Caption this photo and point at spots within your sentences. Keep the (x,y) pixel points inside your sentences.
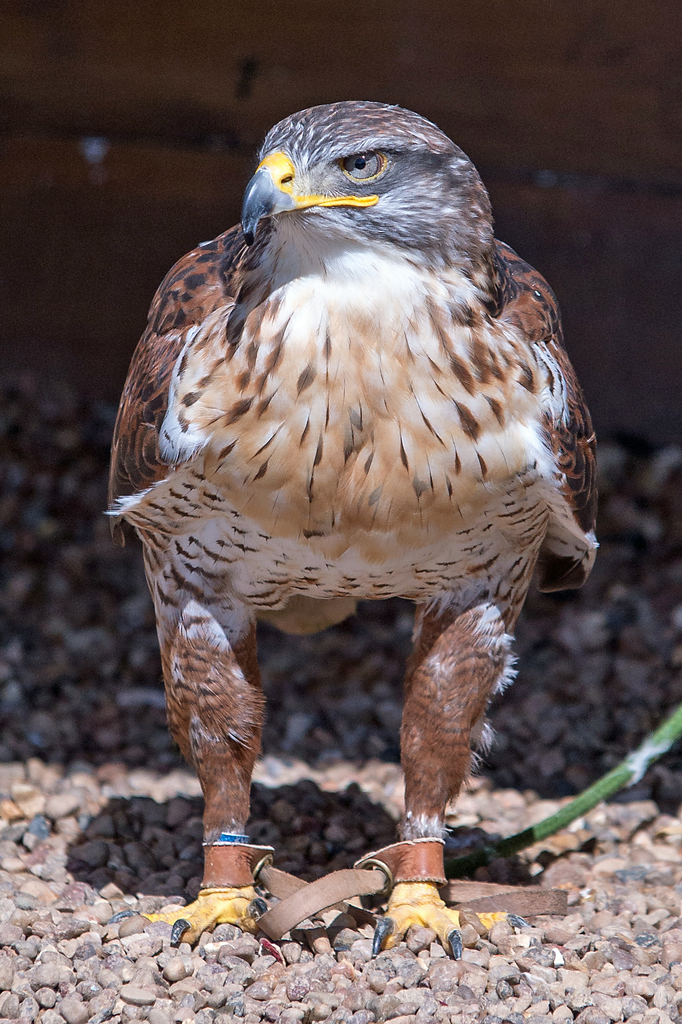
In this image we can see a bird (223,800), there is a belt (337,900) tied to its legs (227,792), there are stones (80,517), and the background (37,129) is blurred.
